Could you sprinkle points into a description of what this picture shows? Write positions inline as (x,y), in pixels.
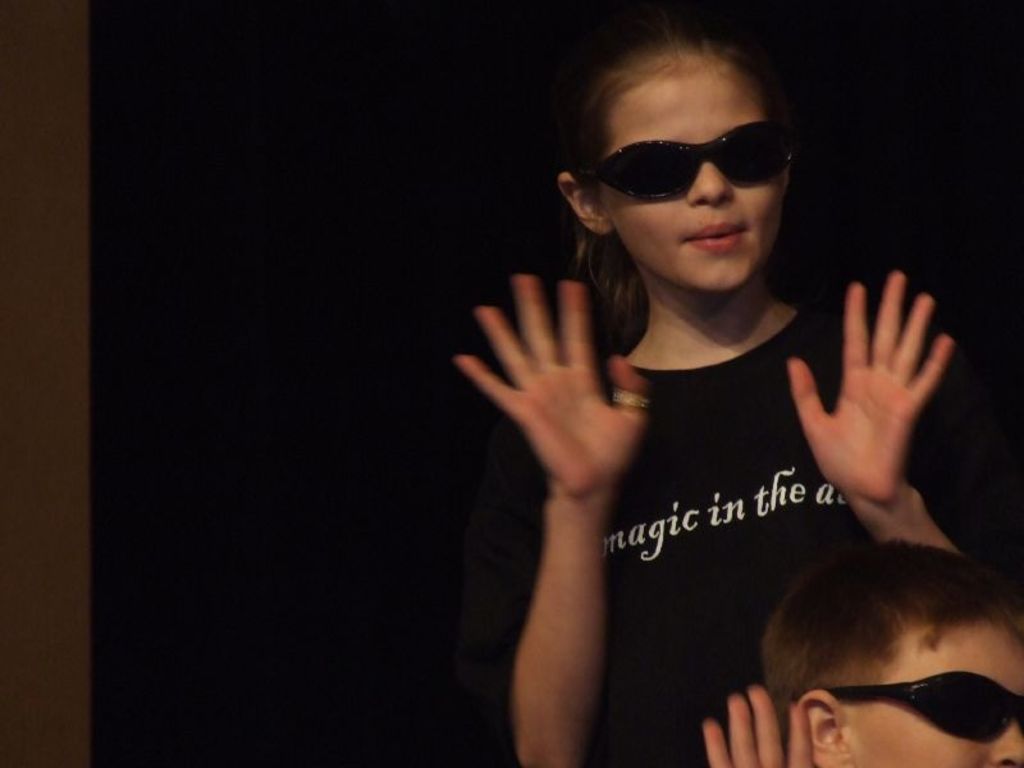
In this image I can see two people (628,159). The person (812,473) in front (805,459) wearing black color shirt (791,420) and I can see dark background (529,170).
